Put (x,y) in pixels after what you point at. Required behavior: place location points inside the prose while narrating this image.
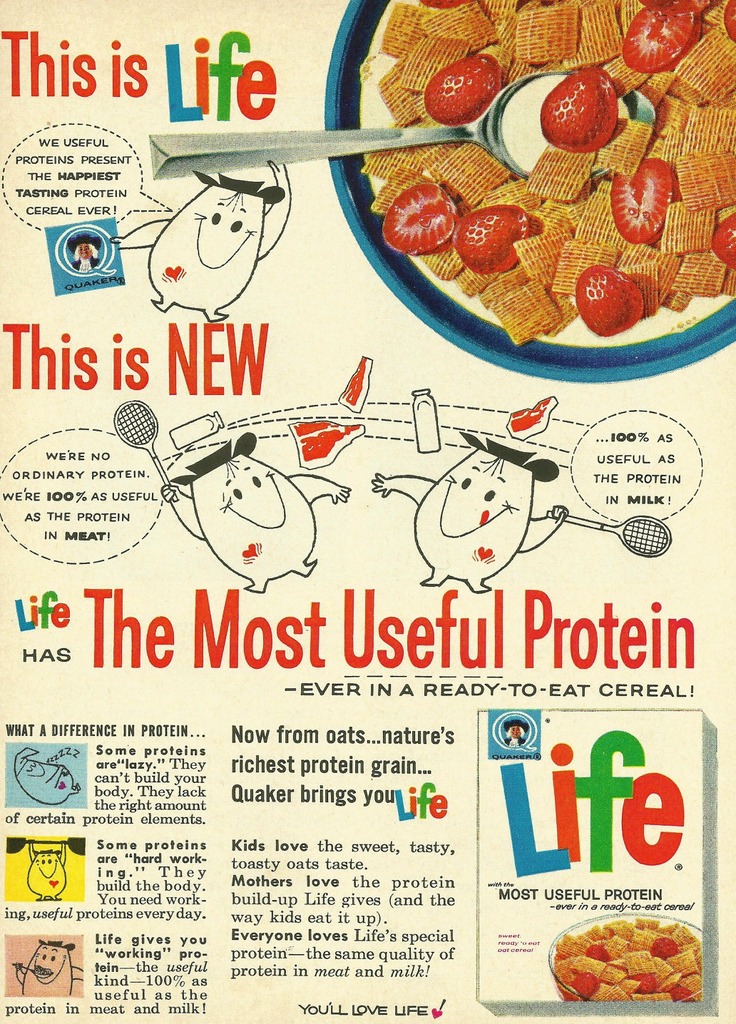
This is a poster and in this poster we can see cartoon images (204,242), bottles (195,424), text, bowl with food items (556,237) and a spoon (499,117) in it and some symbols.
